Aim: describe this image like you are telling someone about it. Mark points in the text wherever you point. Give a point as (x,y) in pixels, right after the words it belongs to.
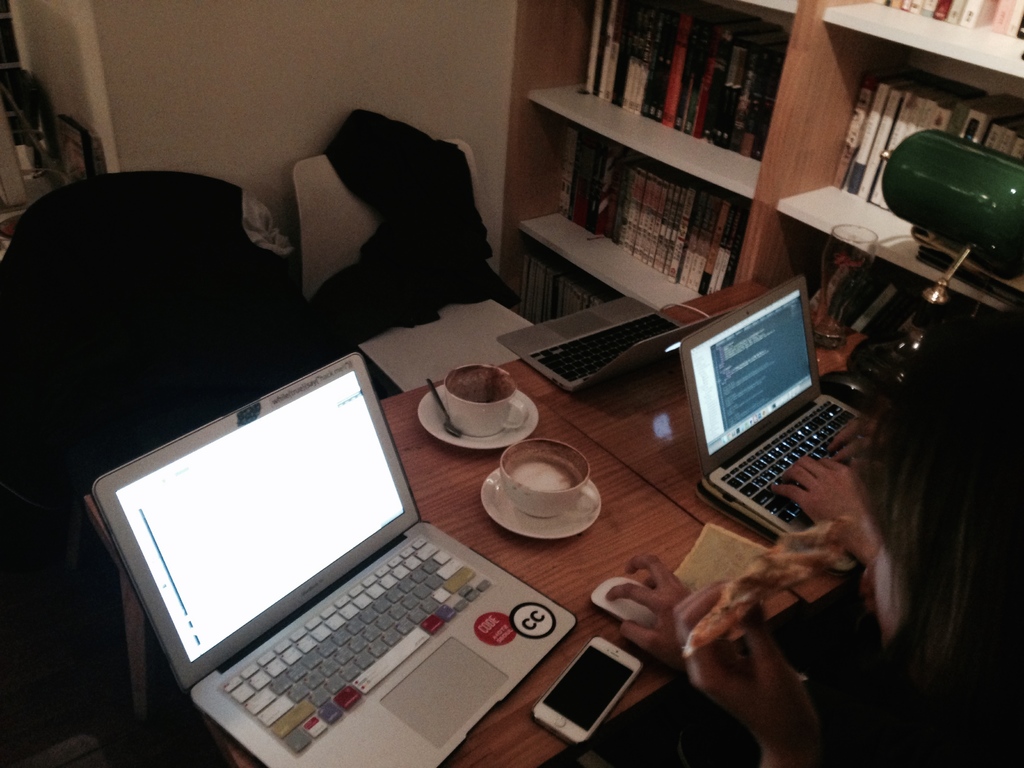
In the picture we can see a table (552,411), on a table (608,561) we can see cup (492,400) and saucers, laptops (366,520), mobile phone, and some person (1010,353) working sitting on a chair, in the background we can see some chairs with a cloth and racks (776,227) with a books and a wall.
